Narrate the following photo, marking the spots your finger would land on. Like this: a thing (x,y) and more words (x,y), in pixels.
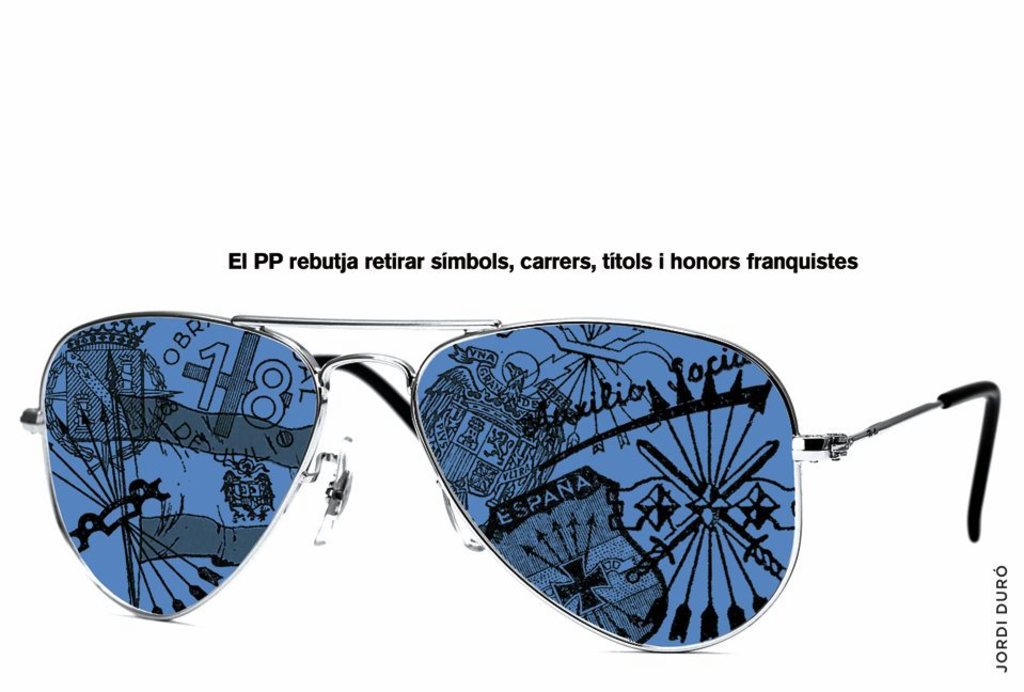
In this picture we can see a goggles (422,389) on a platform (363,615), where we can see some objects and some text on it.
